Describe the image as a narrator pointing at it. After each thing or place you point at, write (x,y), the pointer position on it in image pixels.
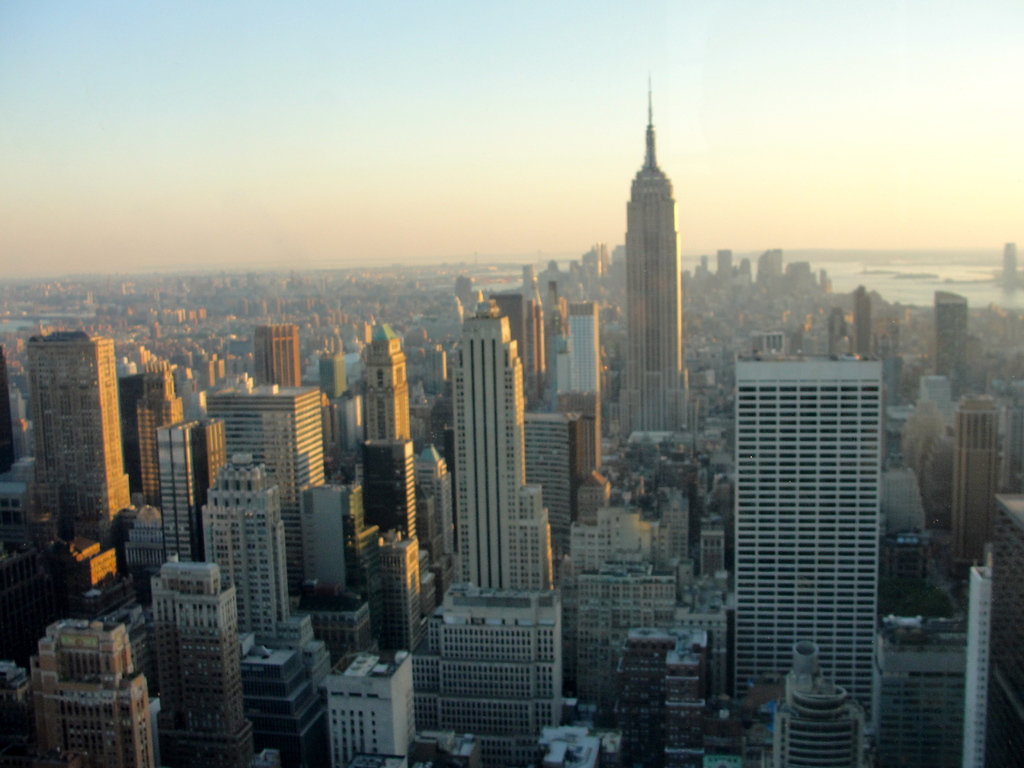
In this image there are buildings (584,451). In the background of the image (903,287) there is water (916,266) and sky (878,76).
